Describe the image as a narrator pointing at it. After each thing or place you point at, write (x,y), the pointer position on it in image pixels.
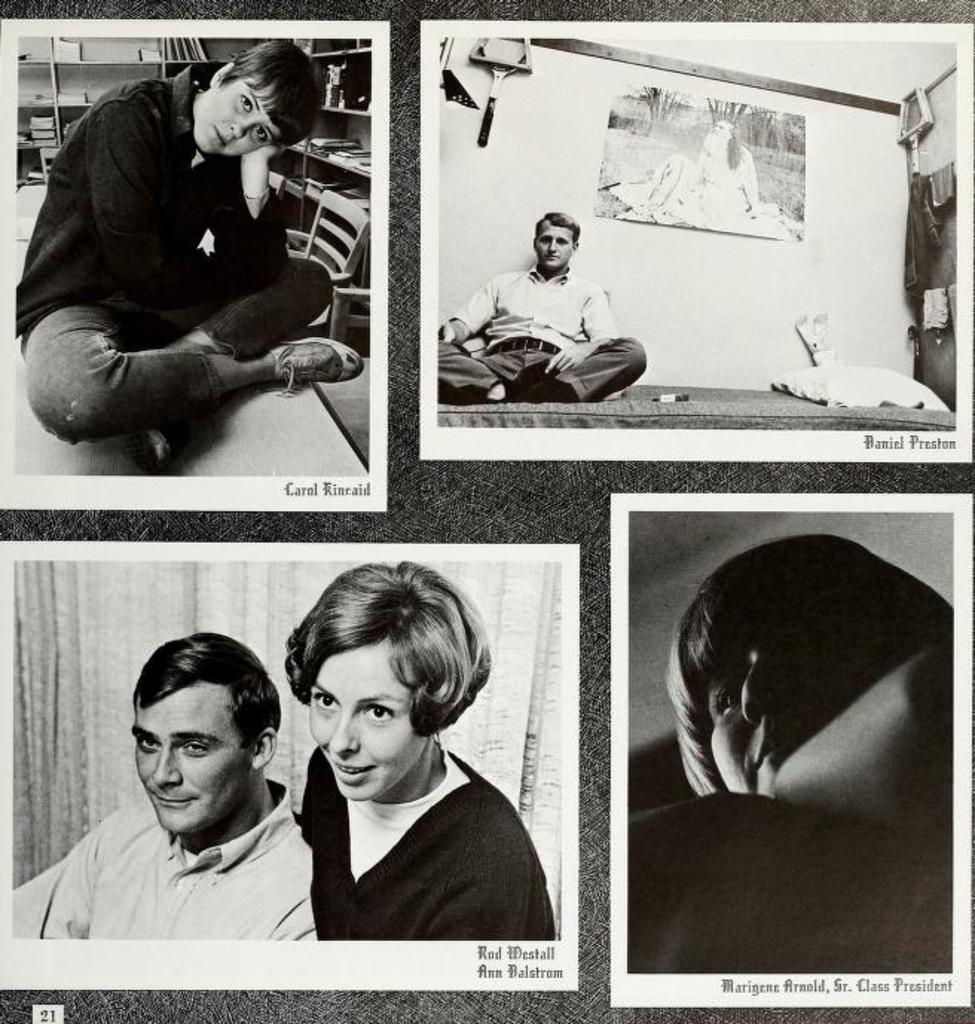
In the picture I can see the collage images. I can see a person (277,268) sitting on the table (299,400) on the top left side of the picture (261,82). I can see a man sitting on the mattress (690,390) and there is a pillow (828,389) on the mattress (645,389). I can see a man (260,697) and a woman (366,732) on the bottom left side of the image (232,890). I can see another woman (807,624) on the right side (737,641).
